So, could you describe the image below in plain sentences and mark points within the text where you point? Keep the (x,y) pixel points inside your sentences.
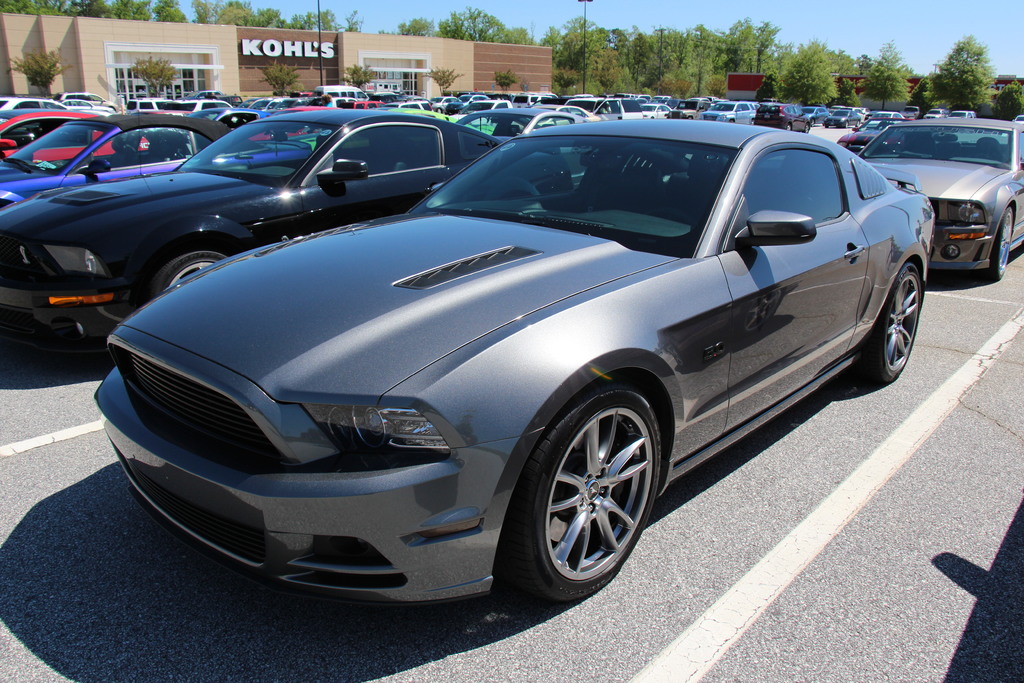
In this image, I can see the different types of cars (374,111) with different colors, which are parked. This is a building (225,51) with a name board (286,56) and windows (176,76). I think these are the plants (161,76). These are the trees (814,58). I think this is a pole (585,9).
